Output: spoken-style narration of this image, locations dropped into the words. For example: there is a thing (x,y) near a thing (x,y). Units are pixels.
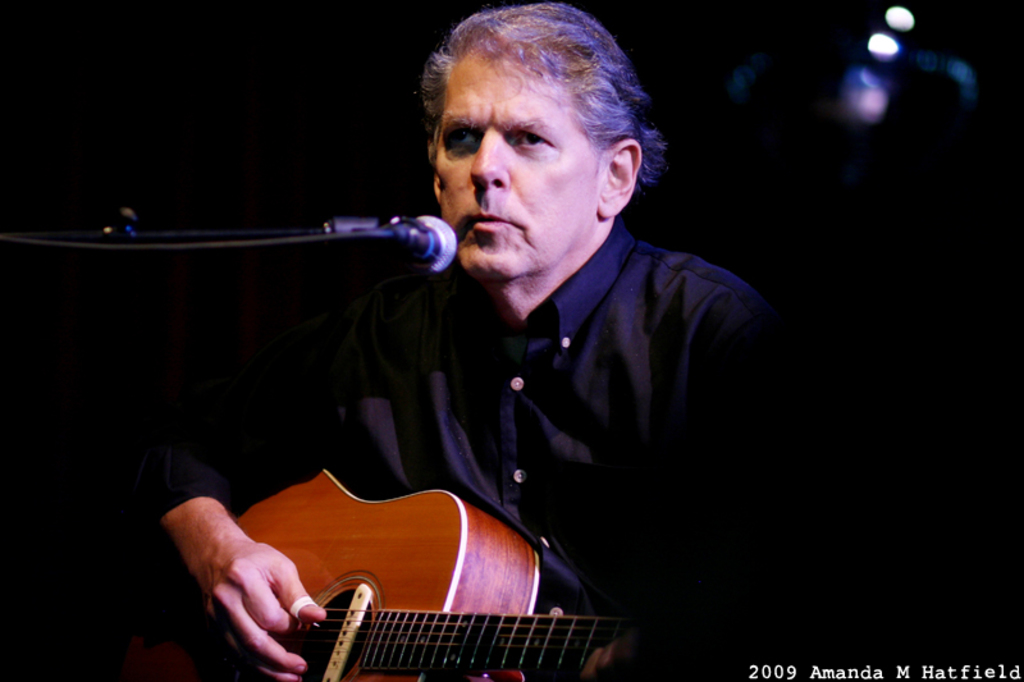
This picture shows a man (415,403) playing a guitar (328,604) in his hands (257,561), in front of a mic (418,239). In the background (875,79) there are some lights (890,52).
